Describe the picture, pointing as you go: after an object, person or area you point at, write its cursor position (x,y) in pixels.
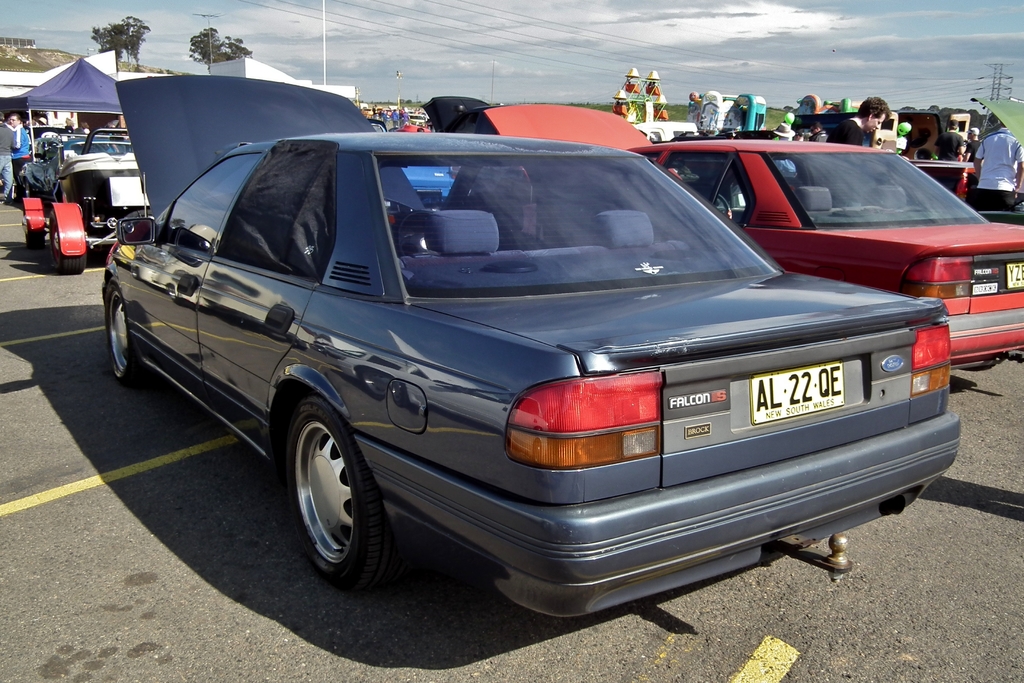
In this image we can see vehicles (666,238). There are many people (947,144). In the back (72,80) there are tents (72,80). Also there is an amusement ride (638,96). In the background (869,81) there is sky (584,45) with clouds (566,39).
